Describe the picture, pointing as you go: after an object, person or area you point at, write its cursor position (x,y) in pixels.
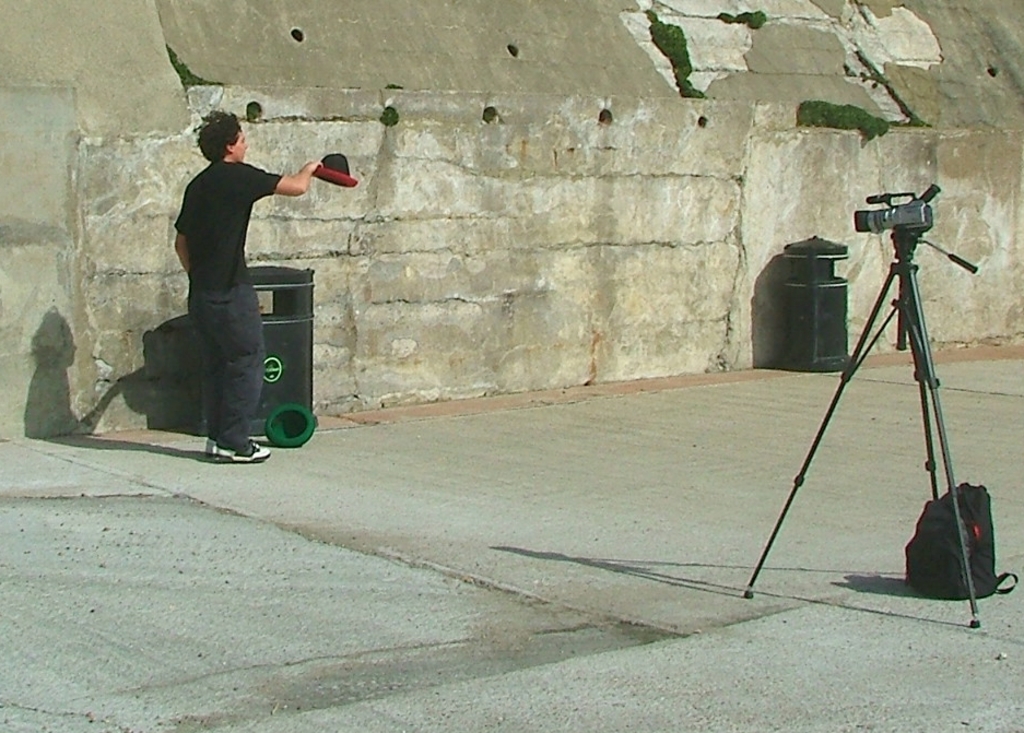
In the picture we can see a path (449,682) to it, we can see a tripod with a camera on it and near it, we can see a bag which is black in color on the path (628,643) and some far away from it we can see a man (252,459) near the wall (954,236) holding a hat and he is in black T-shirt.
